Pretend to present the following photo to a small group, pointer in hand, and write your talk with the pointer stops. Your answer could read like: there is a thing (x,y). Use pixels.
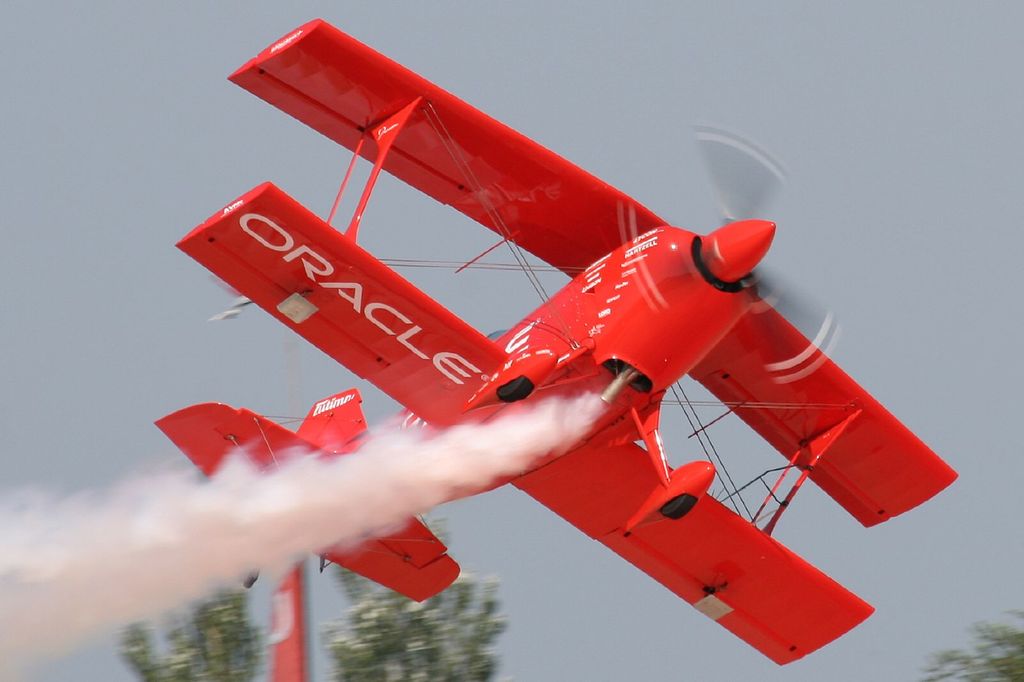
In the picture we can see an aircraft (757,558) which is red in color and written oracle on it and it is flying in the air (601,112) leaving a smoke (437,430) and in the background (512,640) we can see a some part of tree (435,623) and sky (401,218).
